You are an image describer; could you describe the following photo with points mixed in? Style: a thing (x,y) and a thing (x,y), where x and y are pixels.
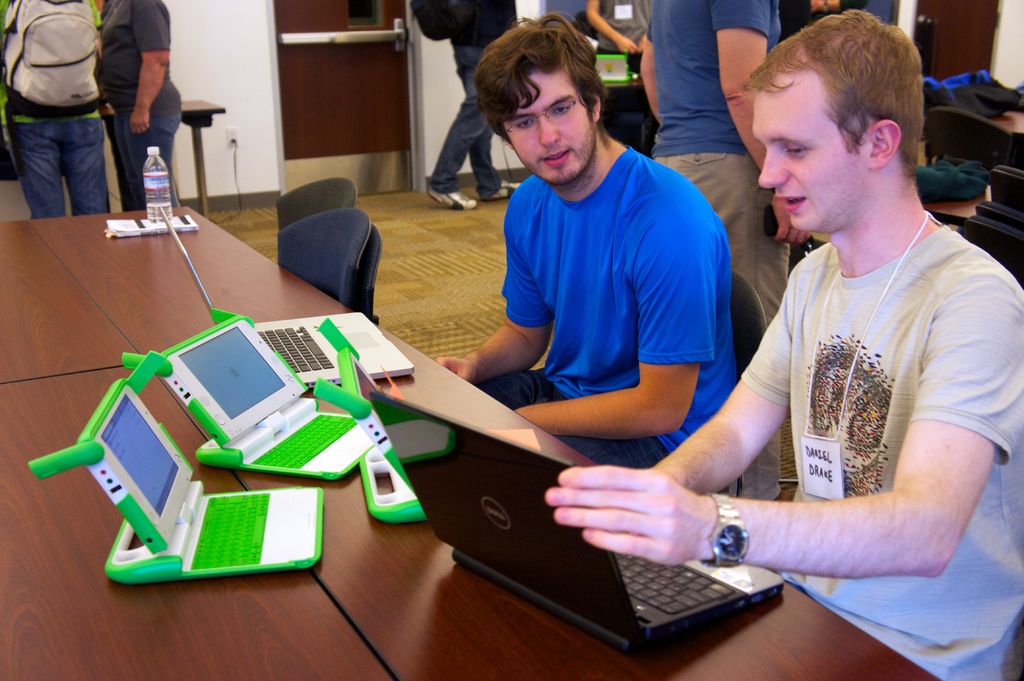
In this picture i could see some of the persons (642,256) sitting and in the background (644,66) i could see some other persons (738,36) standing and walking. The persons (547,317) sitting and working on the laptop (588,555) on the table (51,234) there are some toy laptops (278,451) and the real laptops (288,337) and the bottle (153,201) and some papers (190,231).
